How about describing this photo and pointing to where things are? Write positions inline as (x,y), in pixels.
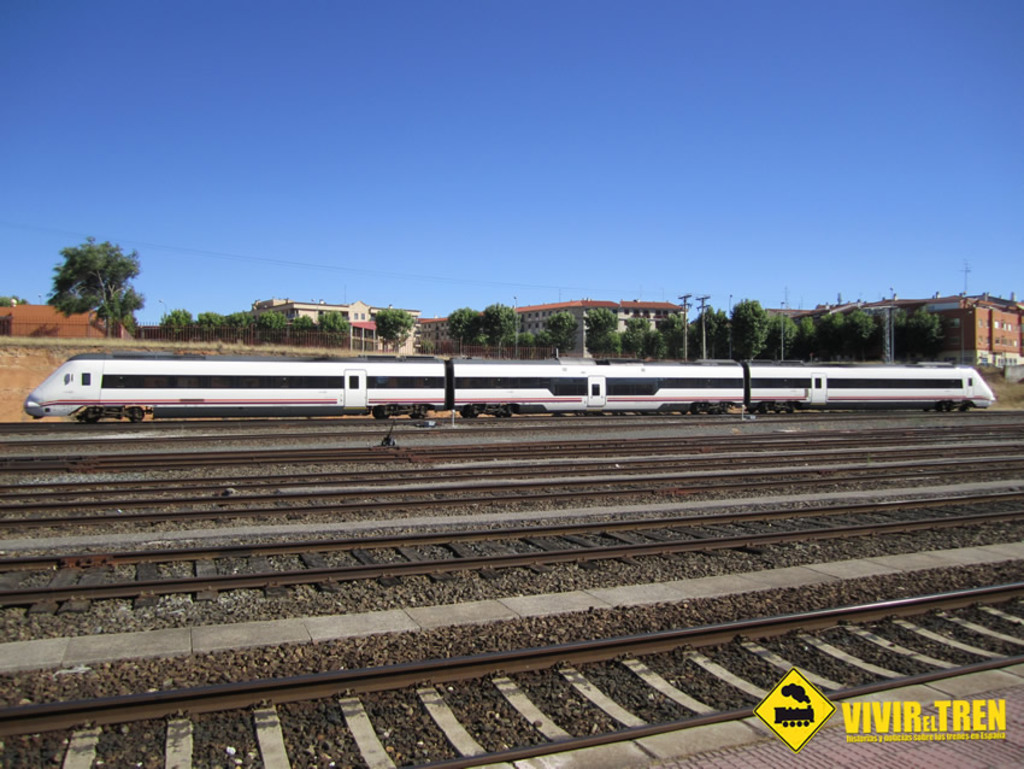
In this image I can see few railway tracks (485,547), a train (338,406) which is white, red and black in color on the track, a platform (837,762), few trees (625,335) and few buildings (578,320). In the background (326,172) I can see the sky (319,190).
